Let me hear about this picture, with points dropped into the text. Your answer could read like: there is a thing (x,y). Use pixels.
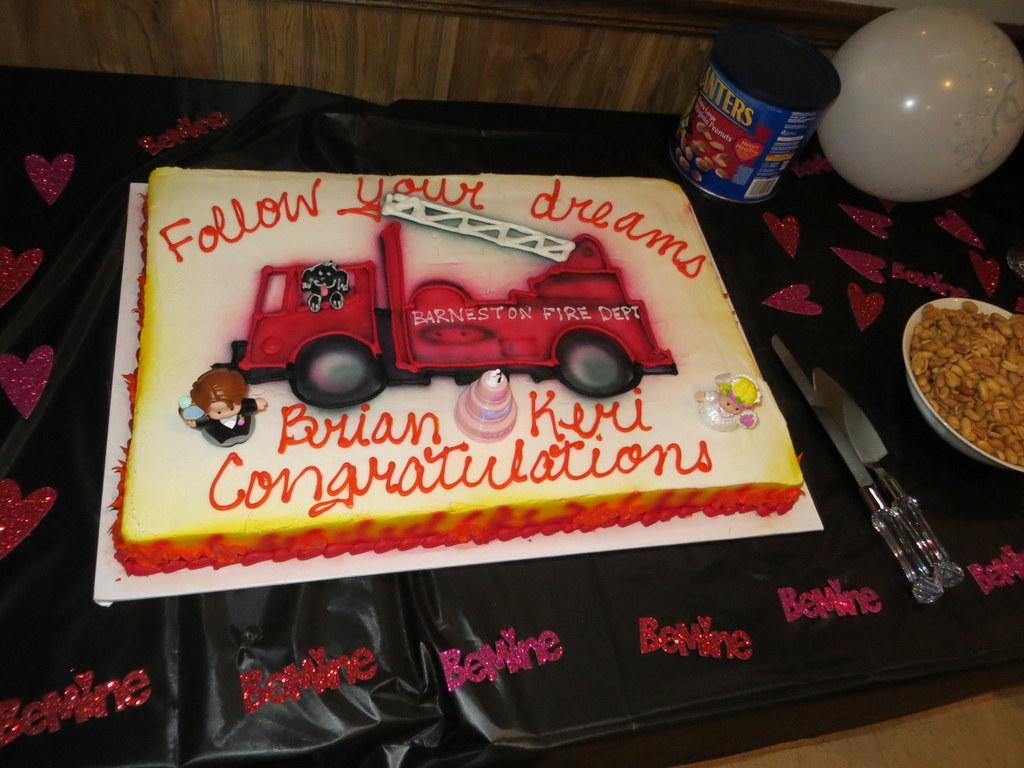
In this image in front (681,320) there is a cake (606,444), there are nuts (932,372) in a bowl (987,455), there is a box (714,157) and a balloon (889,149) on a black color surface (776,658). At the bottom of the image (916,734) there is a floor (941,749).
